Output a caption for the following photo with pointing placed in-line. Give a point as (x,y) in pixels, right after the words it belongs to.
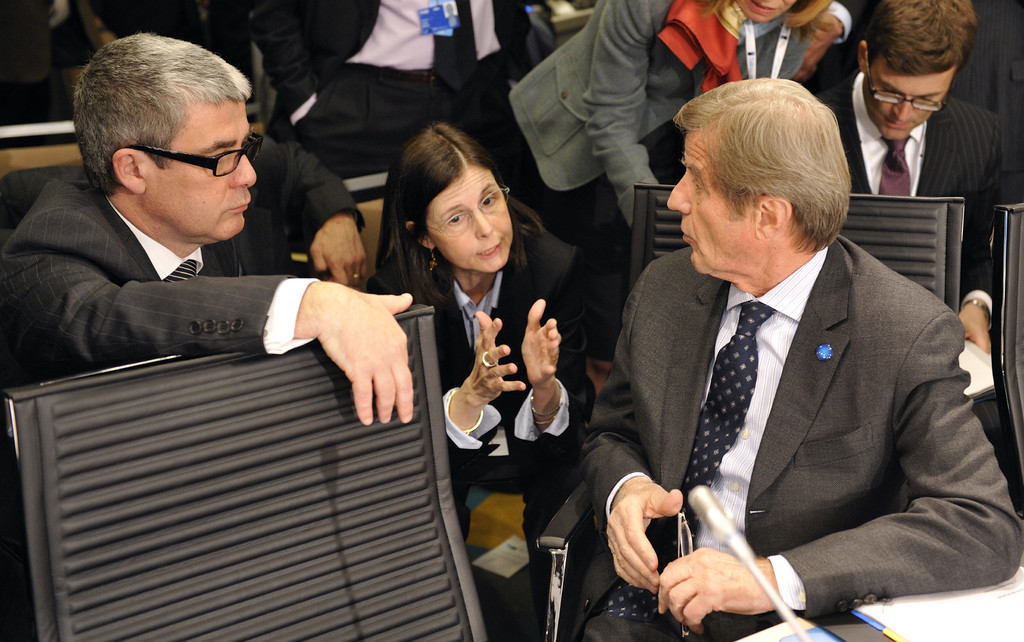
In this image, there are a few people (524,125). We can also see some chairs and a microphone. We can see some papers (897,615) at the bottom (904,608).
